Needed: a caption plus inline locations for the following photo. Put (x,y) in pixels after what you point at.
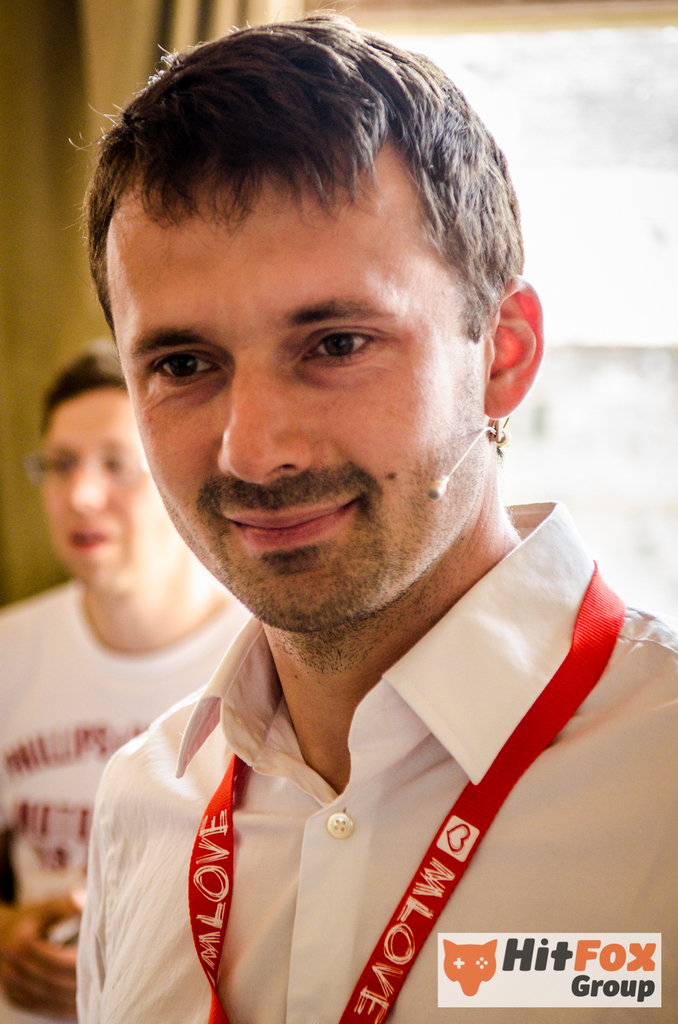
In the middle of this image (387,368), there is a person (405,319) in white color shirt (307,857), wearing a badge (617,607) and a microphone (439,490) and smiling. On the bottom right (454,989), there is a watermark (552,938). In the background (108,666), there is another person (92,639) who is in white color T-shirt (56,646) and the background (49,639) is blurred.
